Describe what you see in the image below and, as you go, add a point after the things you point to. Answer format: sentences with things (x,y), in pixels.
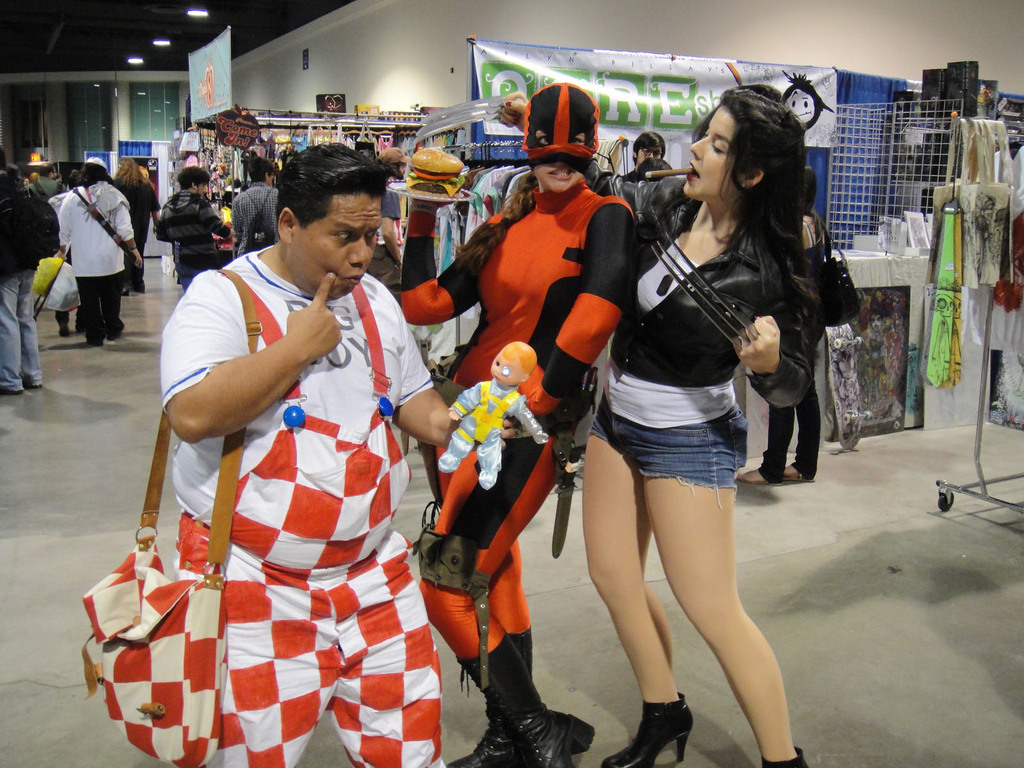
In this image we can see a group of people (237,501) standing on the floor (610,661). One person (366,575) wearing a dress (300,489) is holding a doll (455,417) in his hand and carrying a bag (218,562). One woman (564,295) wearing orange dress (540,244) is holding a plate (439,194) containing food (433,185) in it. In the background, we can see group of clothes (936,298) placed on the rack (983,346). A skateboard (844,405) on the ground (856,477) and a banner (781,90) with some text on it and some lights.
